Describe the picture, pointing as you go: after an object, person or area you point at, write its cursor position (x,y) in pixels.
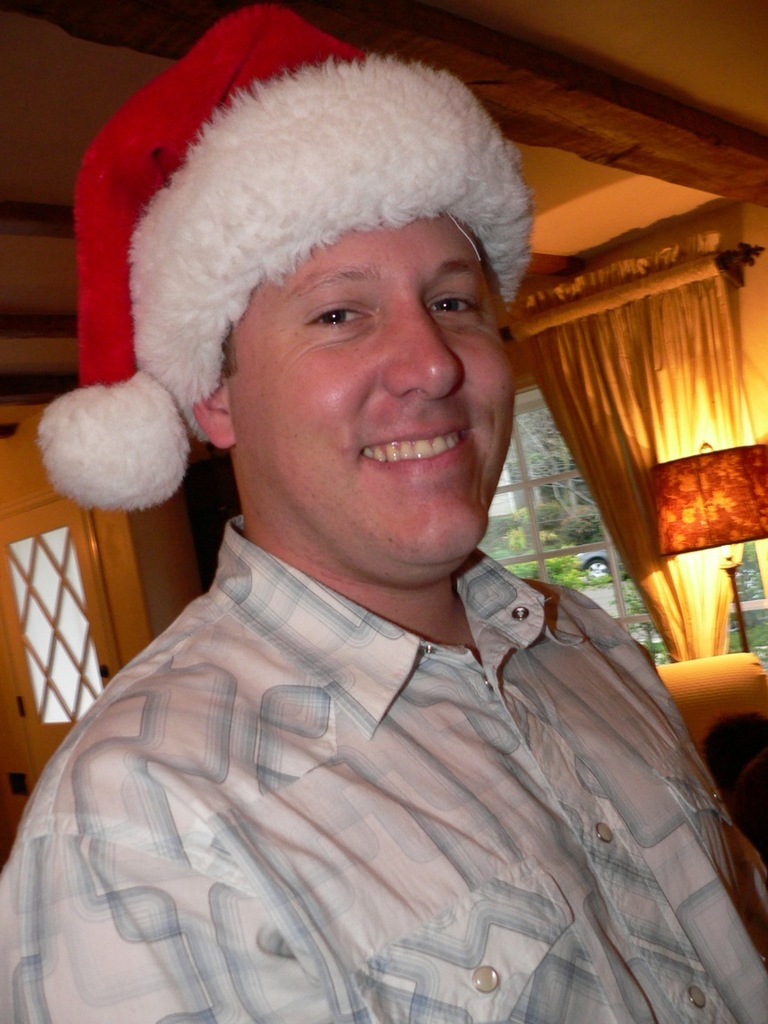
In the middle of this image (352,566), there is a person (427,511) wearing a red and white color cap (274,87), smiling. In the background (529,545), there is a roof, a door (69,615), glass window (544,420) which is having a curtain (610,359) and a light (719,518). Through this glass window (615,553), there is a vehicle (589,563) on the road (600,591), there are trees (557,526) and plants (568,521) on the ground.
